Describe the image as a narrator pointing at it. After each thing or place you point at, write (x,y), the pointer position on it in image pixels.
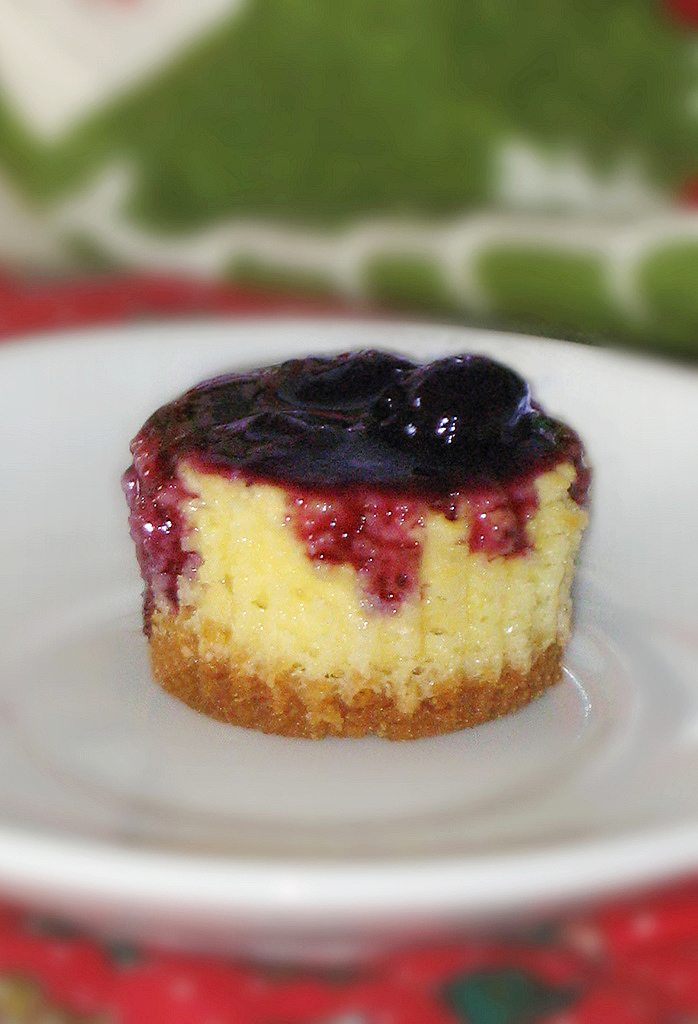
As we can see in the image there is a plate (78,737). In plate (374,844) there is a cupcake (373,576). The background (473,118) is blurred.
